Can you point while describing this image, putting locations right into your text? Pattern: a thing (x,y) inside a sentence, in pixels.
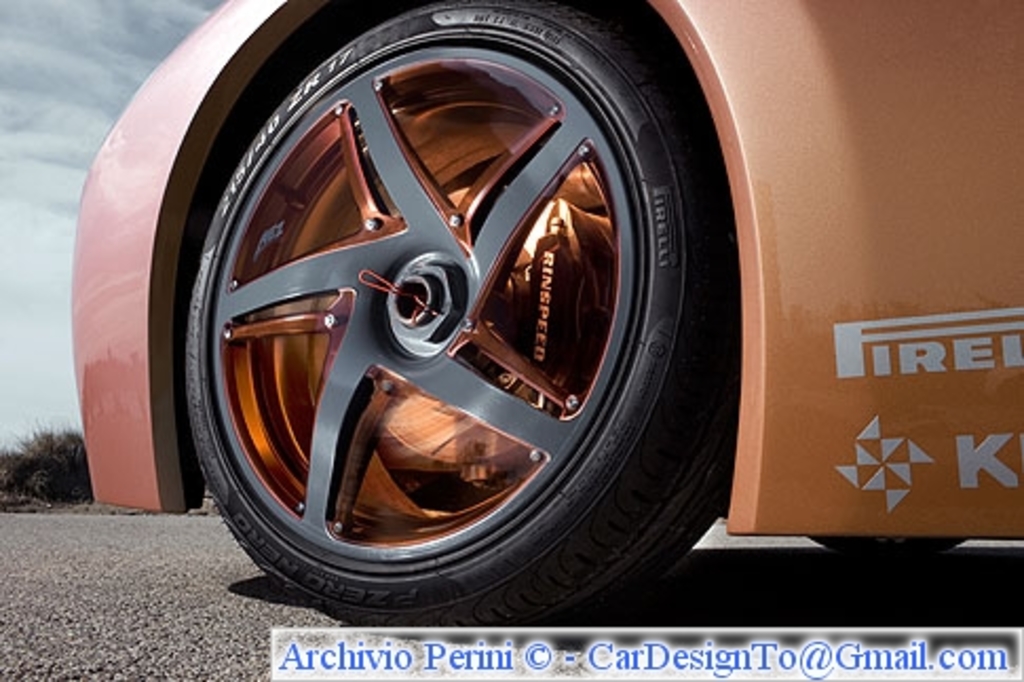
In this image in front (694,429) we can see tires (627,495) of the car (657,499) on the road (165,585). In the background of the image (75,466) there are trees (55,439) and sky (67,69). There is some text (751,645) at the bottom of the image (803,646).
